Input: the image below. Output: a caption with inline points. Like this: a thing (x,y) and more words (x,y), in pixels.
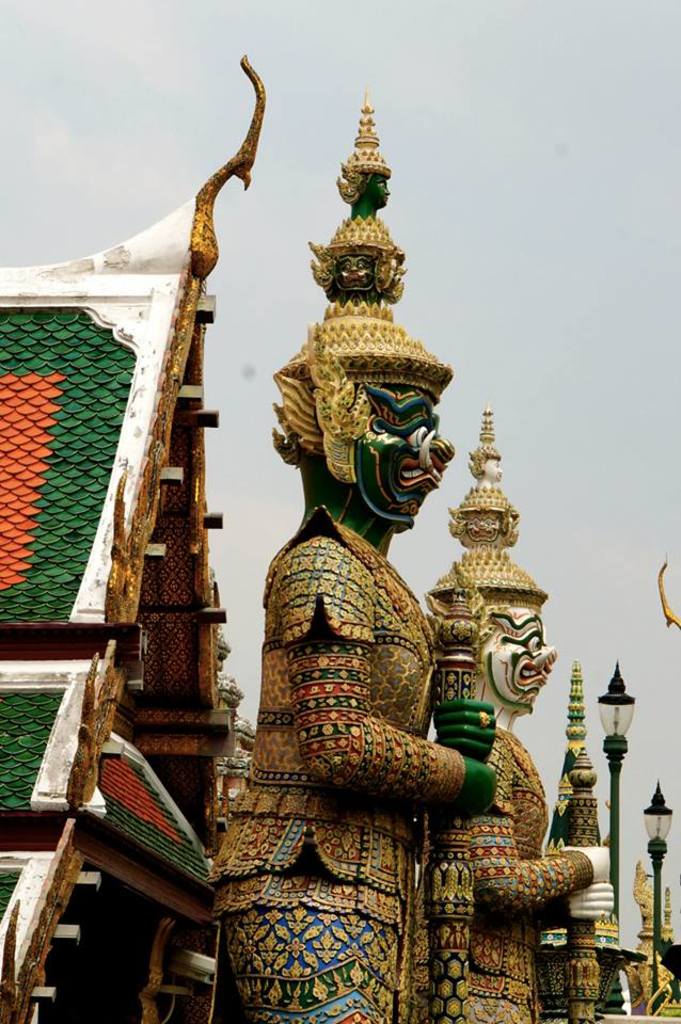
In the picture I can see statues of god (422,697). In the background (210,765) I can see houses (180,868), streetlights (619,762) and the sky (531,334).
